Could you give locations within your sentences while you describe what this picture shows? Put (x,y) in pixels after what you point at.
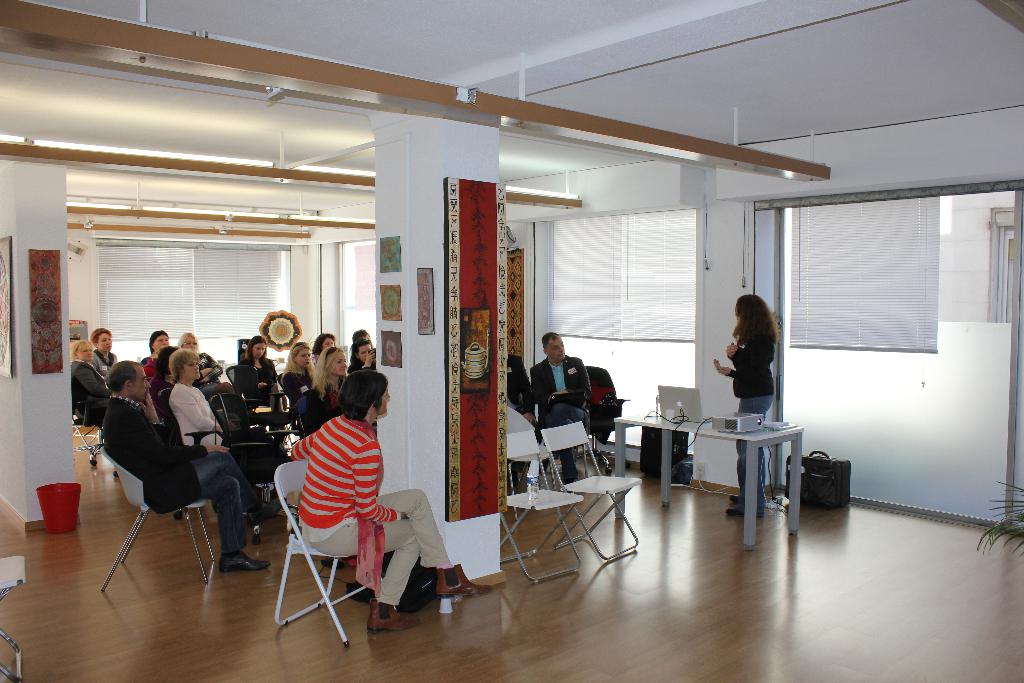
In this room (386,474) we can see a group of people (307,533) sitting on the chair (301,533). On the right side (765,344) the woman (756,318) is standing, in front the woman (749,380) there is a table (722,439). On the floor (700,585) we can see a bag (827,483) and the bin (57,502). The laptop (685,416) and projector (715,420) are on the table (614,423). At the background (112,273) we can see the window (272,288), on the wall (16,313) we can a frame (11,324).
